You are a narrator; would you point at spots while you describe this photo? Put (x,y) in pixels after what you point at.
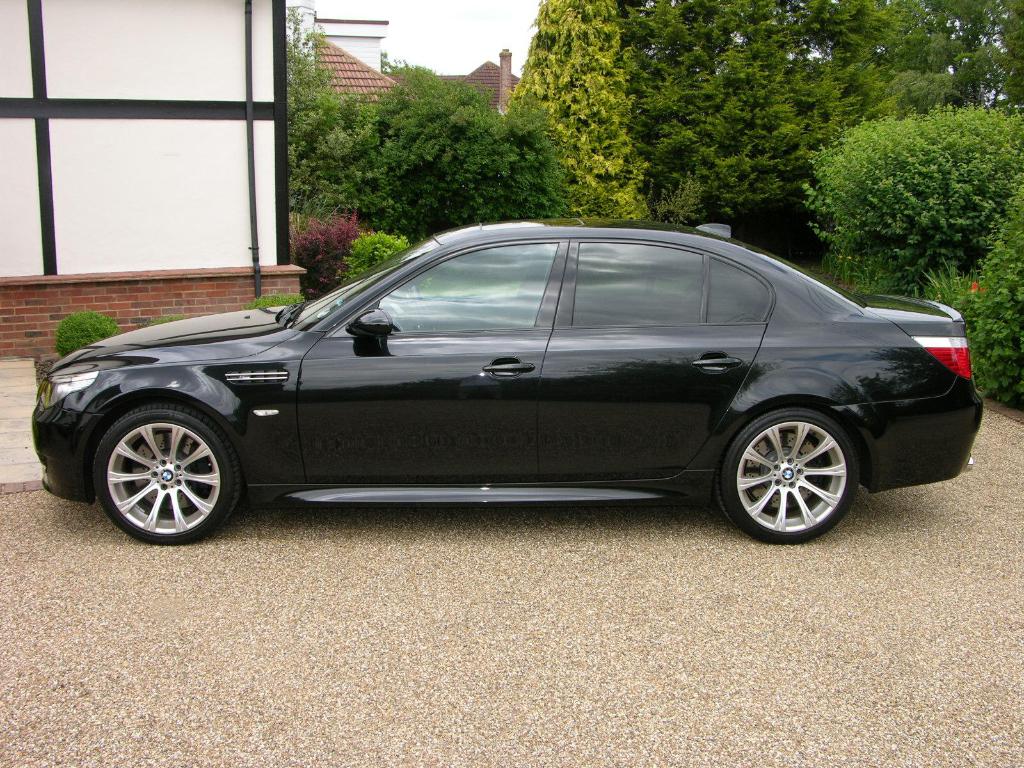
In this image I can see a car (577,431) which is in black color. Background (573,159) I can see trees (507,153) in green color, a wall (63,221) in white color and sky (446,51) is also in white color.
